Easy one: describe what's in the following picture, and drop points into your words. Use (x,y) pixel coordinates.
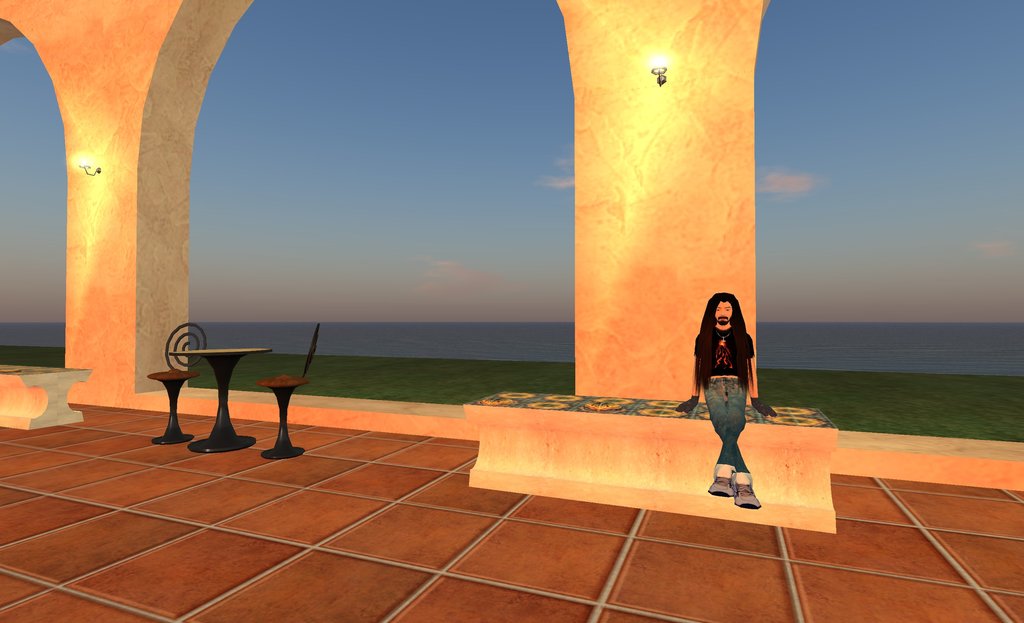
This is an animated picture. In the center of the picture (501,415) there is a person (731,431) sitting on a bench (483,418). On the left (173,364) there are stools (178,381), table (221,370), bench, light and pillar (170,286). In the background (456,361) there are grass (776,385), water body (940,371) and sky (545,159). At the top (653,62) there is a lamp (661,76).
